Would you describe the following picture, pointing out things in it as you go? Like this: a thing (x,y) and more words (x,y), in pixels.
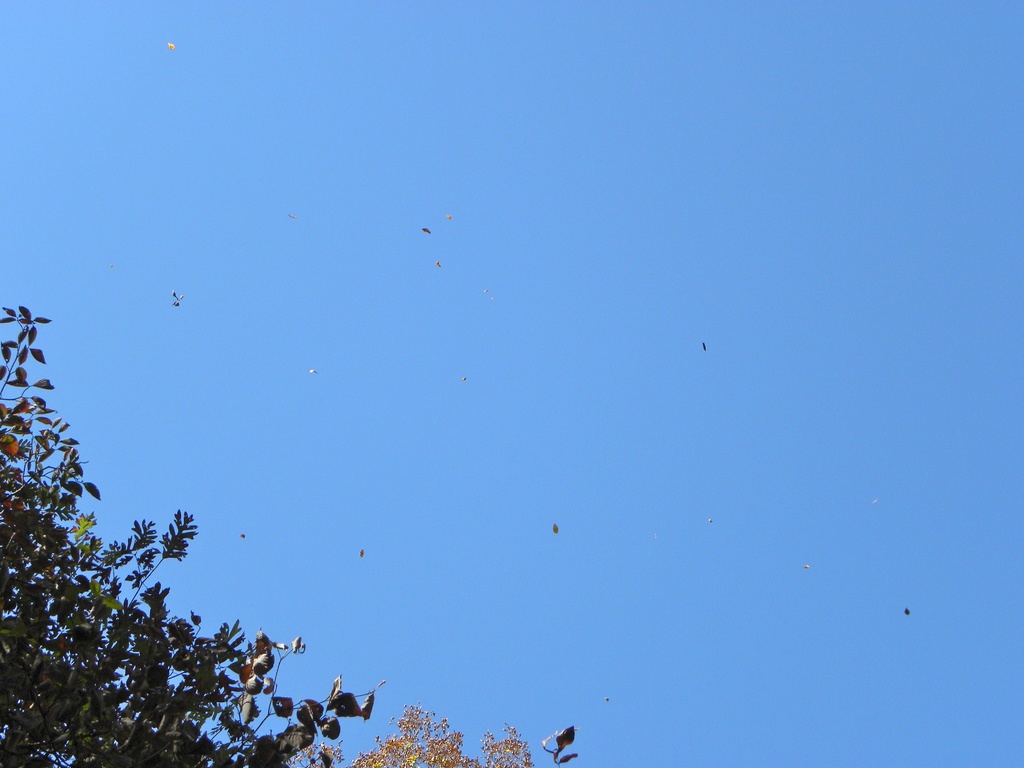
In this image, we can see the sky (405,452). At the bottom (7,637), we can see tree leaves (187,641) with stems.
